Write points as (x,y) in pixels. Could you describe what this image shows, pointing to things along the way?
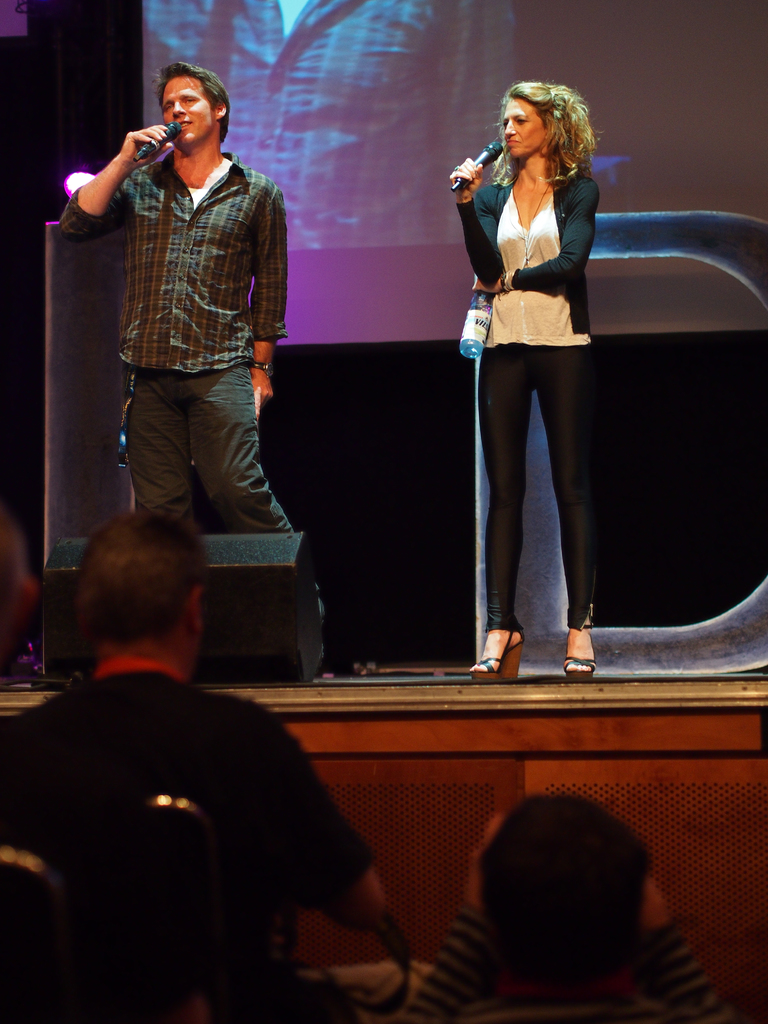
In this image, there are two persons (559,357) standing on the stage (405,670) and wearing colorful clothes (510,245). These two persons (114,187) are holding mics (152,147) with their hands (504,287). There is a person (128,720) in bottom left of the image (120,855) sitting on the chair (150,925). There is a person (506,964) who is in the bottom right of the image (585,889).
